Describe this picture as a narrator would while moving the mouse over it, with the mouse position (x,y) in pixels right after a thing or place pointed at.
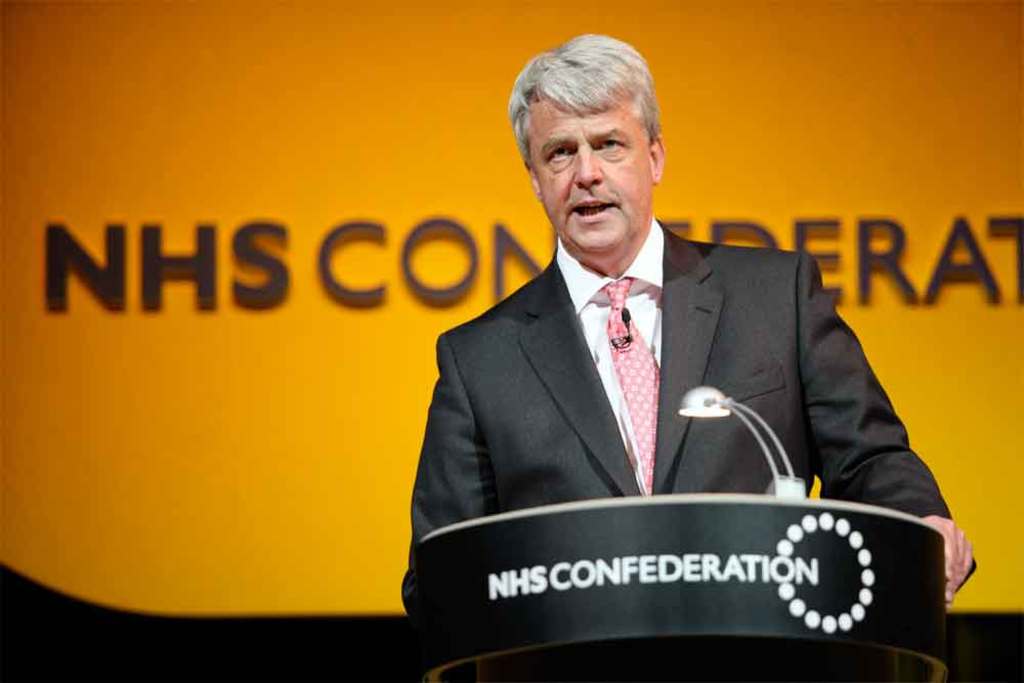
In this image we can see a person (551,278) standing near a podium (749,506) with a lamp (742,408) on it.
